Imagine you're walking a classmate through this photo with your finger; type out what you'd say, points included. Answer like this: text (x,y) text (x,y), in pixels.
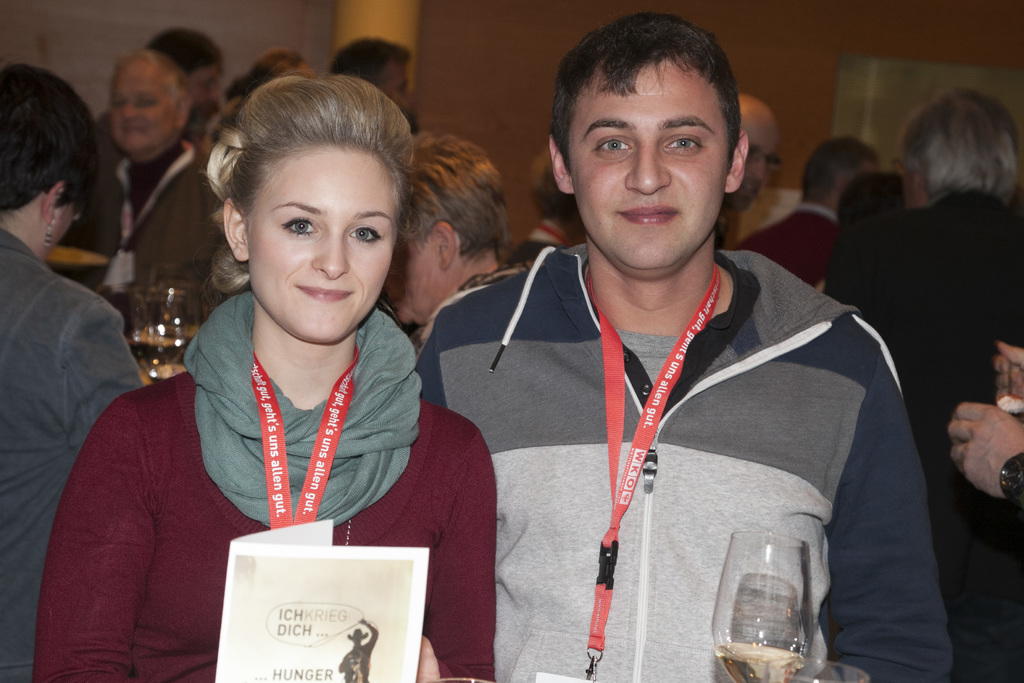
In this image I can see number of people (558,104). In front (671,229) I can see a woman (308,88) and a man (684,226) with smile (647,214) on their faces (664,214). I can see man (718,554) is holding a glass (770,538) and woman (445,622) is holding a paper (362,559). I can also see ID card (624,489) on their neck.
